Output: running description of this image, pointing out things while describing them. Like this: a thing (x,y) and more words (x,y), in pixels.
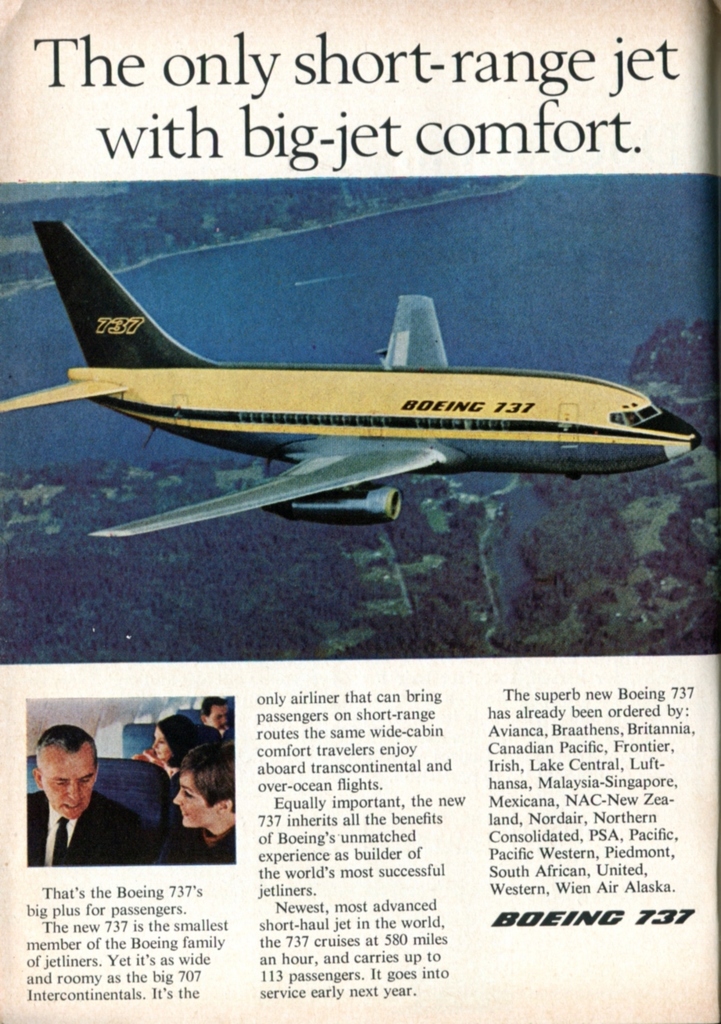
We can see poster (358,485), in this poster (342,399) we can see airplane (245,393) and people (119,822).
